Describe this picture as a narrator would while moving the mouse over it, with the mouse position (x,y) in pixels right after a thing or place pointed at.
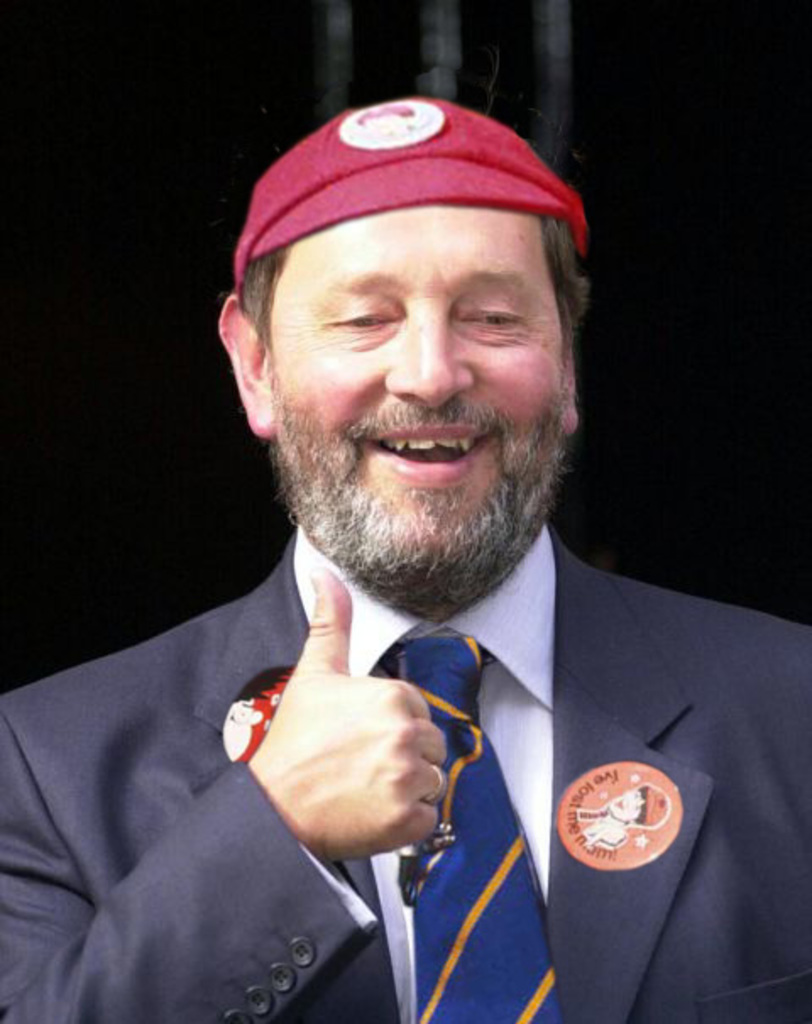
As we can see in the image in the front (499,465) there is a man (499,465) wearing red color cap (409,156), dark color suit (181,739) and the background (774,454) is dark.
